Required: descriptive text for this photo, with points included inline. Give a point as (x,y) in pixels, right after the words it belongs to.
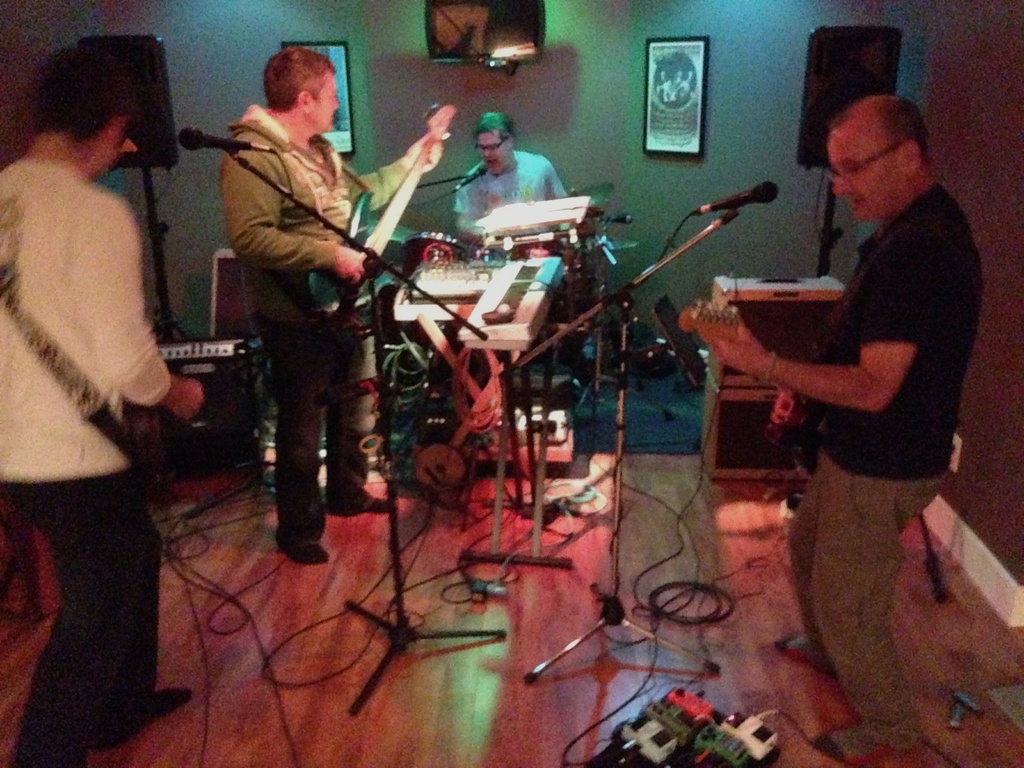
In this picture we can see few people (267,206) are playing musical instruments (537,222). We can see a person (470,200) sitting on the chair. There are few mics (736,199), loudspeakers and other musical instruments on the floor (199,494). We can see few frames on the wall (458,69).
